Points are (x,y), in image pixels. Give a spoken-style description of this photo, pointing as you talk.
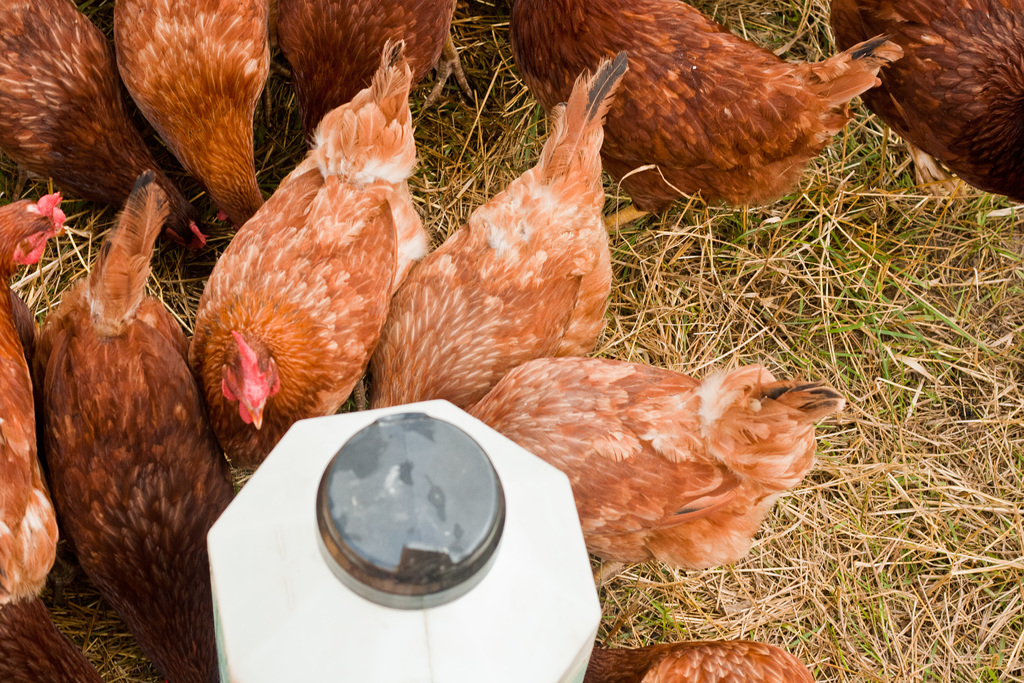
On the left side (239,672), there is a white color tin (445,503). Beside this tin (267,497), there are hens (540,293) on the grass (648,577) on the ground (652,609). In the background (754,124), there are hens (806,83) on the grass (646,602) on the ground (415,96).
